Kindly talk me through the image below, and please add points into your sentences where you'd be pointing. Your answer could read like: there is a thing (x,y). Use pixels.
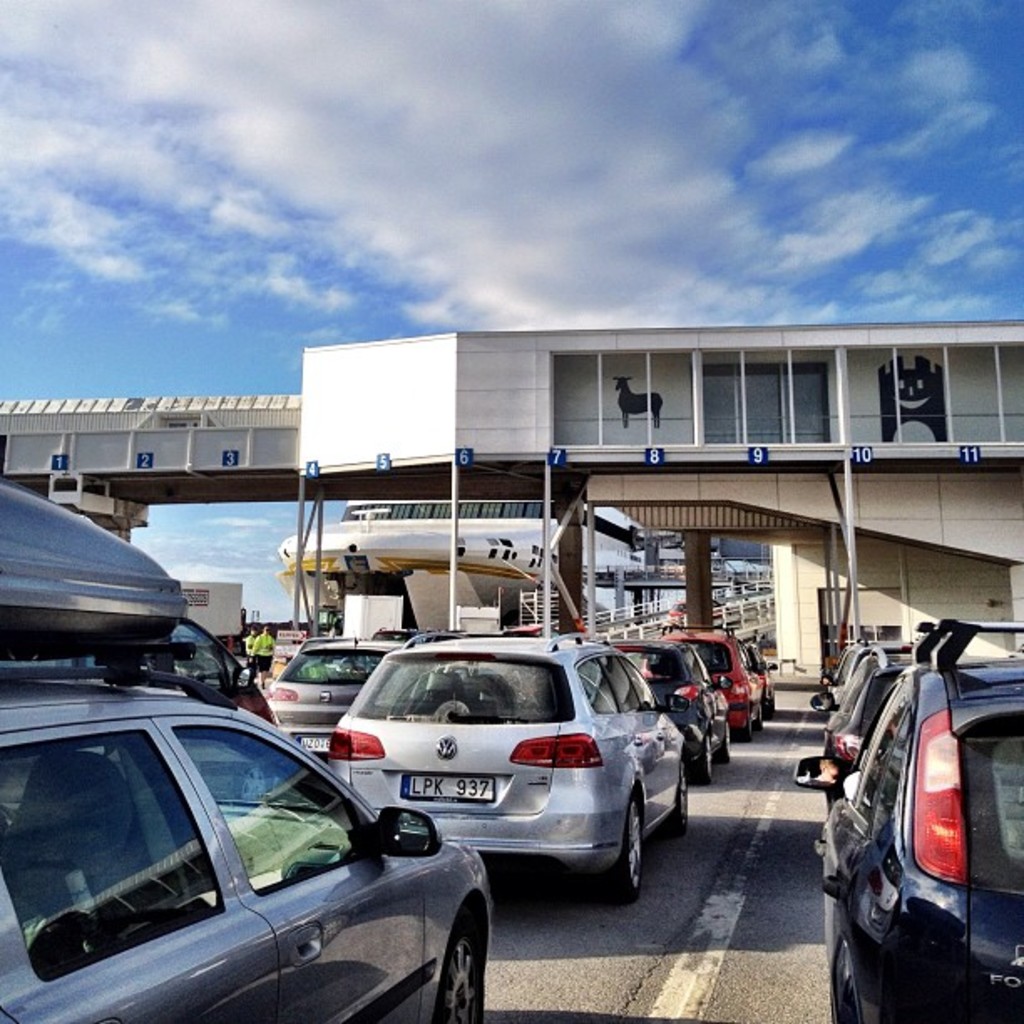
In this image we can see motor vehicles (530,685) on the road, person's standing on the road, railings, number plates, bridge (305,449) and sky (533,253) with clouds (826,311).
